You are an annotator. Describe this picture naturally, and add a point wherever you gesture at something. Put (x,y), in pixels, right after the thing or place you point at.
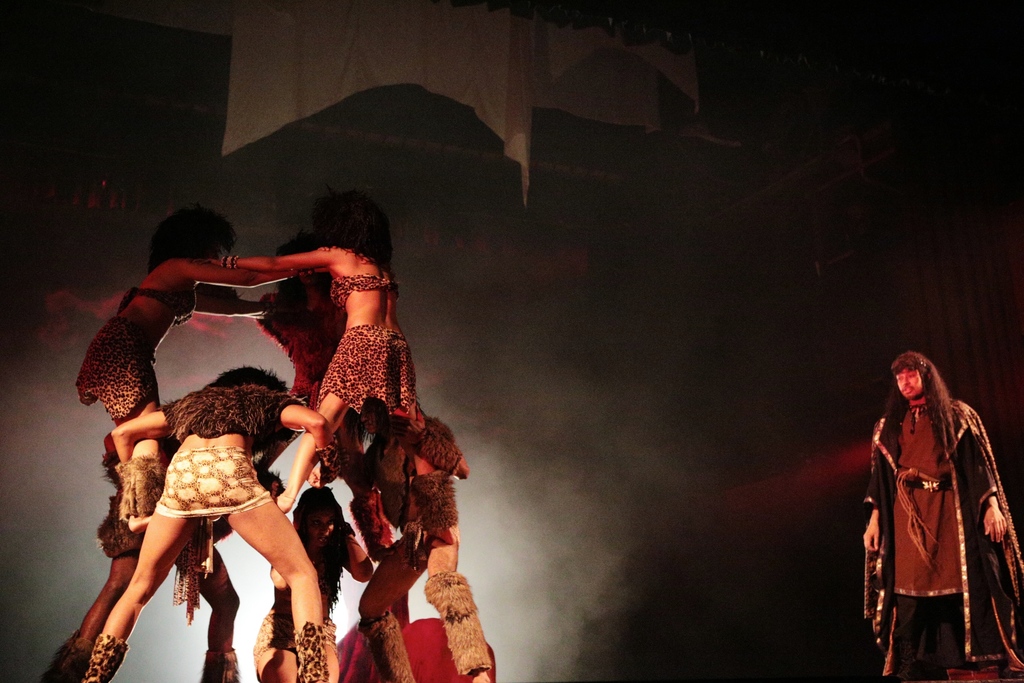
In this image we can see a few people (408,526), some of them is standing on the others, there are clothes (333,11), and the background (387,161) is dark.
